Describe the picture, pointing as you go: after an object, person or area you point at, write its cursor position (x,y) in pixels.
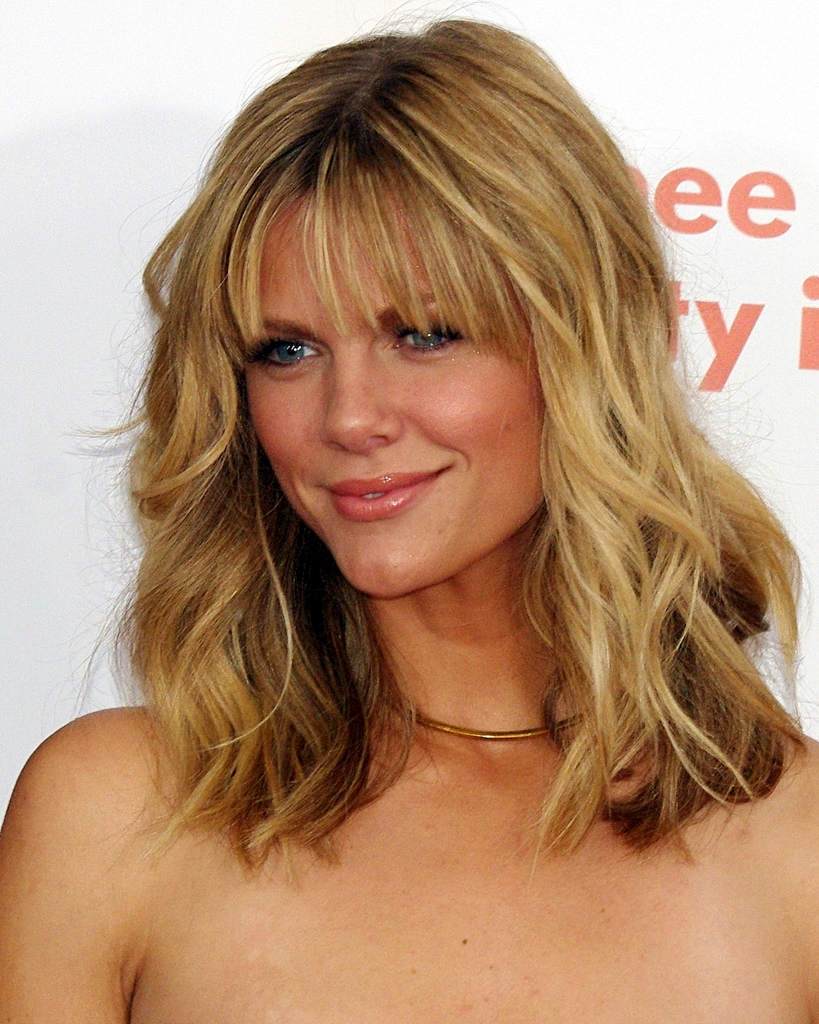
In this image we can see a woman (384,383) smiling and in the background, we can see some text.
